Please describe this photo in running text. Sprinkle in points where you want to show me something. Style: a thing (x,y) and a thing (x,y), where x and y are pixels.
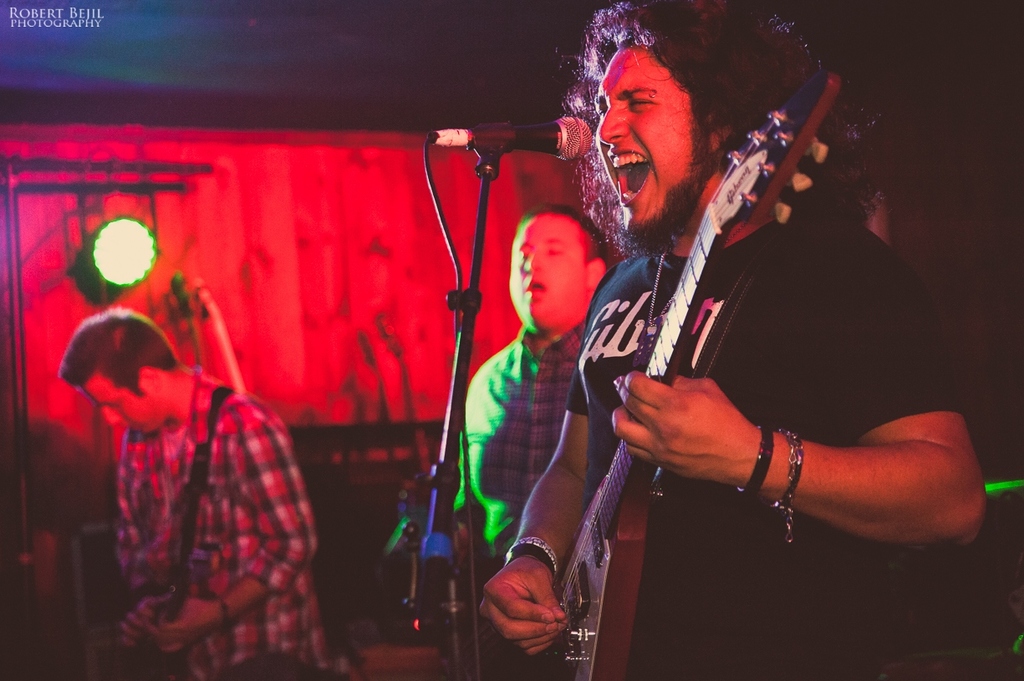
there are two persons (717,174) playing guitar (663,335) in front of one person (624,251) there is a micro phone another person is playing some musical instrument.
